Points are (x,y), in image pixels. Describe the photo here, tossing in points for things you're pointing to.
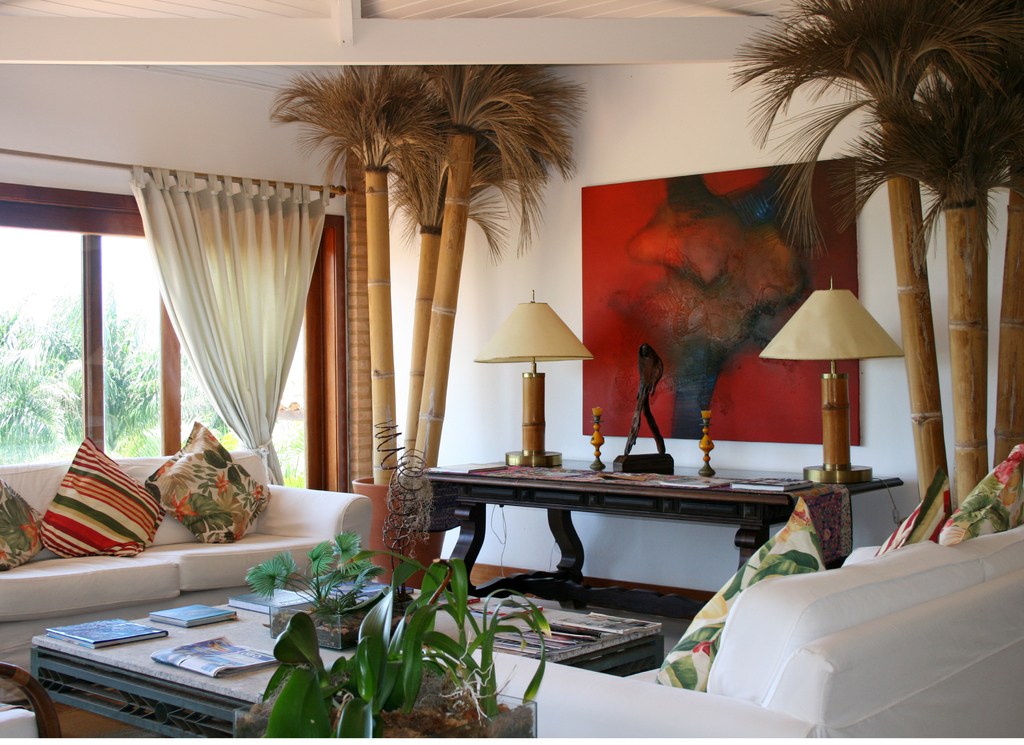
A picture inside of a room (35,532). This is window (66,328) with curtains (202,316). Outside of this window (111,357) we can able to see trees (68,396). A picture (660,282) on wall (532,255). On this table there are lantern lamps (826,341) and sculpture (643,376). This is a white couch (102,585) with pillows (159,502). On this table (252,680) there are books (99,625). This is plant (378,684).
